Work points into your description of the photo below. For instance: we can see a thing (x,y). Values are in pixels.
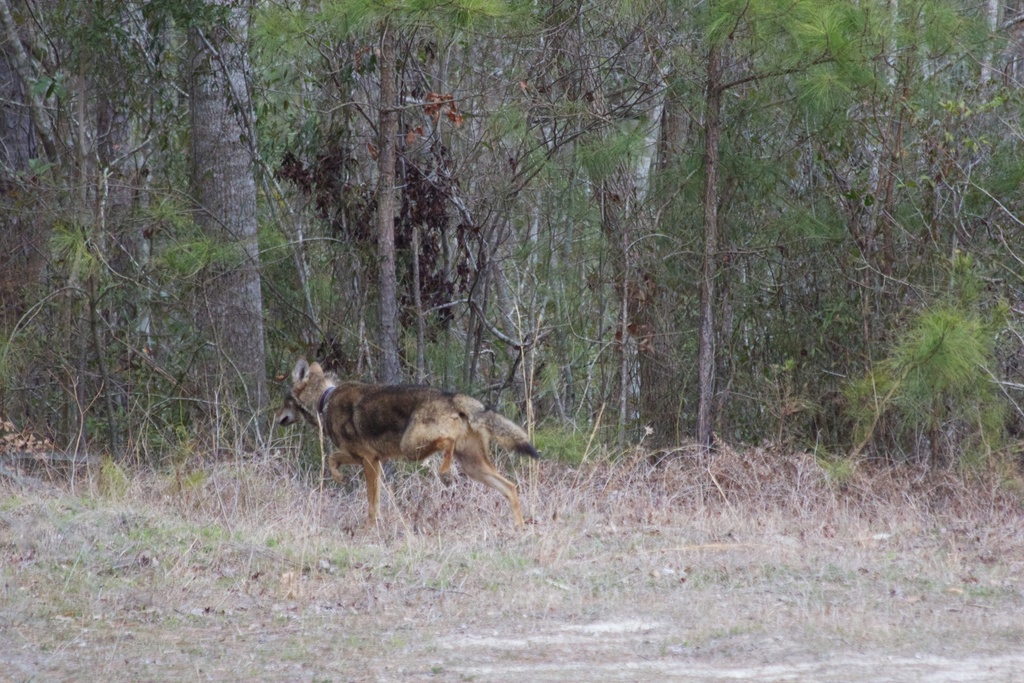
In this picture we can see an animal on the ground (614,554) and in the background (360,284) we can see trees (307,285).
